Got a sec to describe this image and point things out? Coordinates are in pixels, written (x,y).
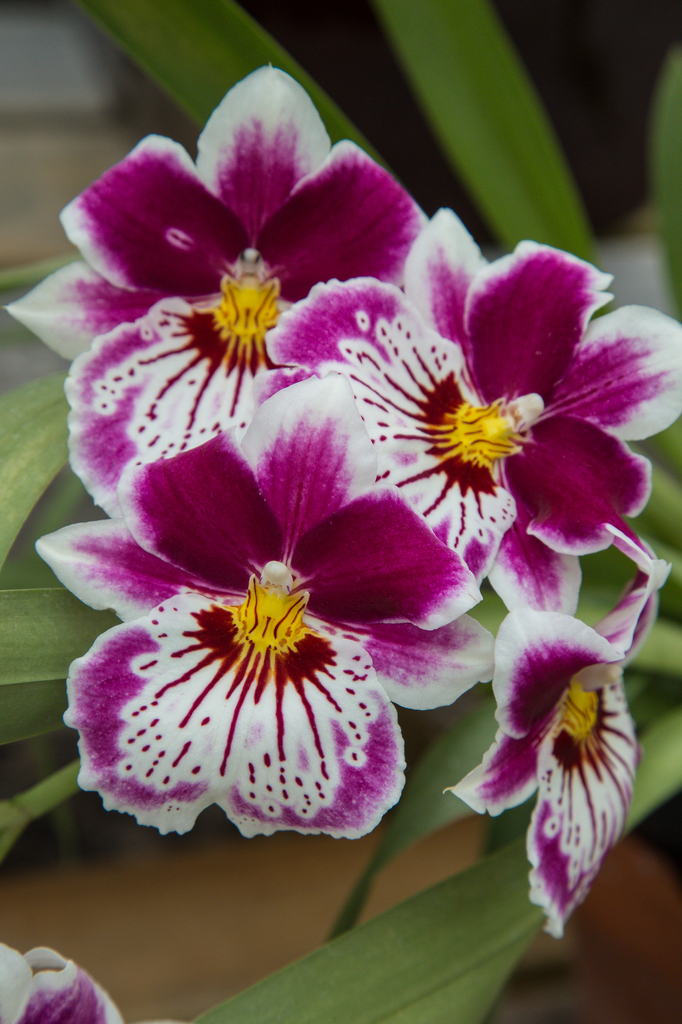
In the foreground of this picture (402,357) we can see the flowers (350,648) and the green leaves (413,968) and an object (299,909) which seems to be the table (186,921).
